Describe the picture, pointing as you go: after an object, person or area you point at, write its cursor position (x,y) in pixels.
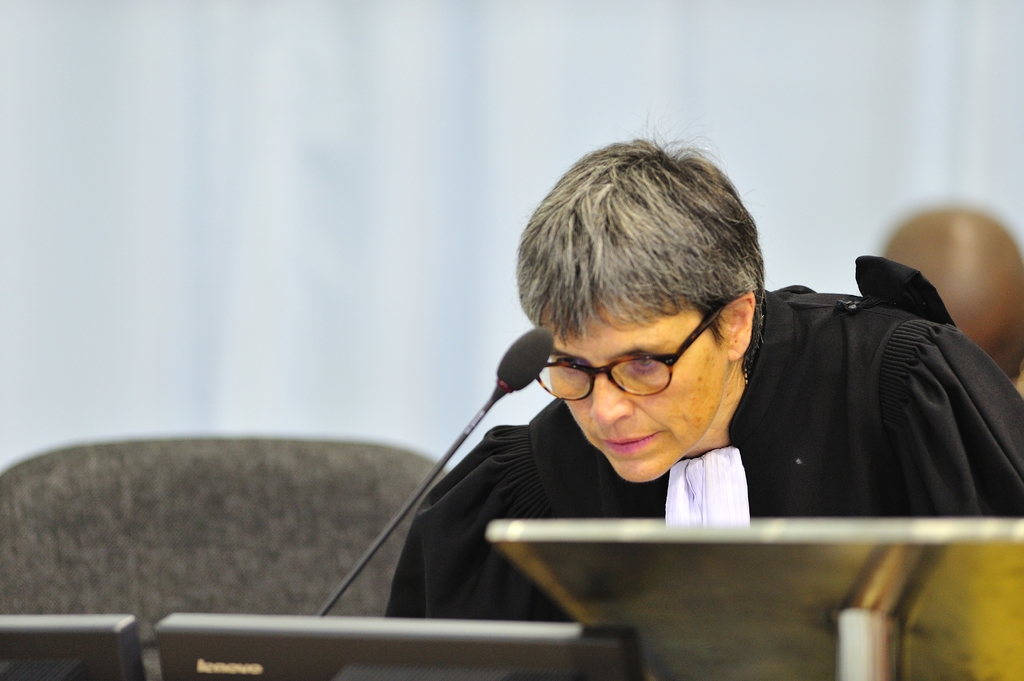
In this image we can see two persons (916,311). One woman (681,341) is wearing spectacles (677,357). In the foreground (597,556) we can see a, microphone (484,417), screens (448,666) and a table (830,630). In the background (189,518), we can see a chair (147,541) and the wall (518,93).
